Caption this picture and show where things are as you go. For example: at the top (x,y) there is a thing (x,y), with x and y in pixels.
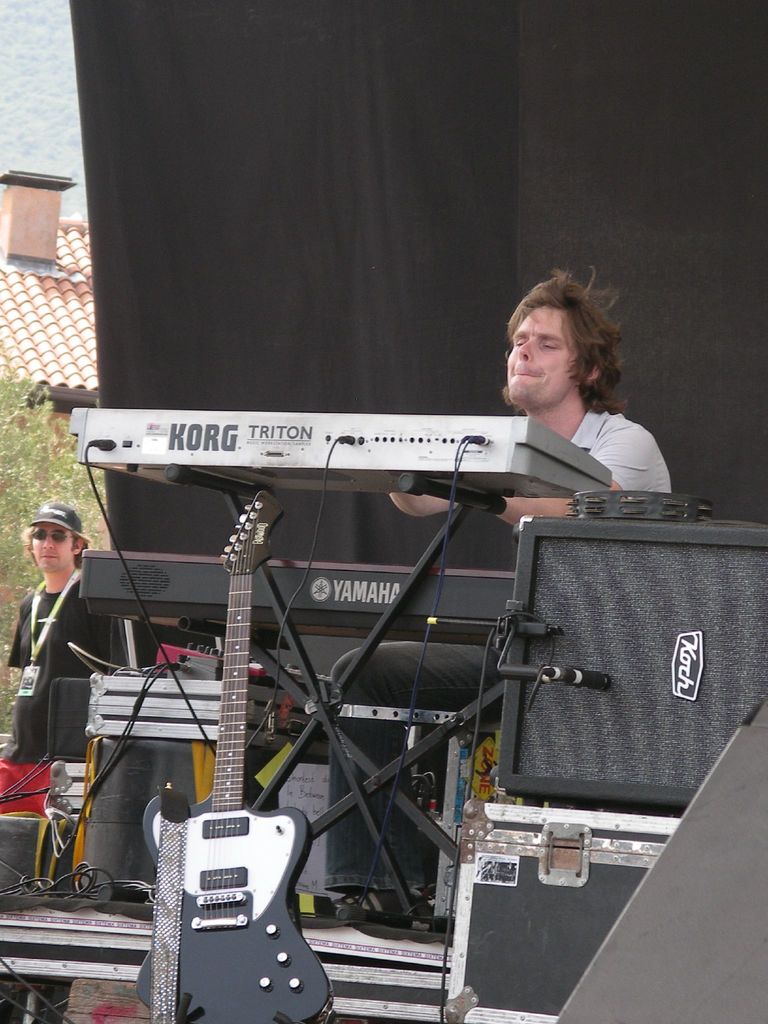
In the front of the image (537,505) a person (575,344) is sitting, in-front of that person (551,399) there are musical instruments (329,583), device (606,561), box (555,866), guitar (232,574) and objects (114,703). In the background (12,804) I can see a person (12,804), black curtain (420,315), house (28,286) and tree (62,460). Another person (63,507) is standing, wore ID card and wore a cap (76,519).
